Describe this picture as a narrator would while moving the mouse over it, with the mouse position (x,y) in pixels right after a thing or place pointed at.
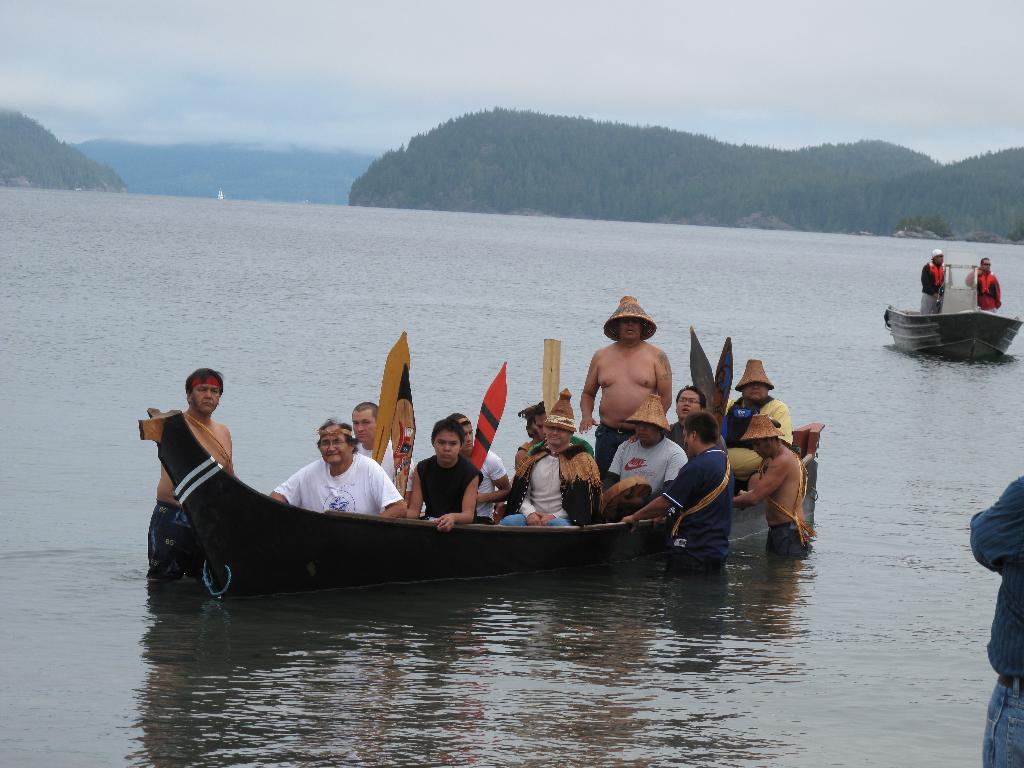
A group of people (586,459) sailing in the boat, Right side of the boat (752,509) two people (757,496) are standing and holding the boat (513,569), A group of hills (677,158) beside a river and a very cloudy sky (241,70).
